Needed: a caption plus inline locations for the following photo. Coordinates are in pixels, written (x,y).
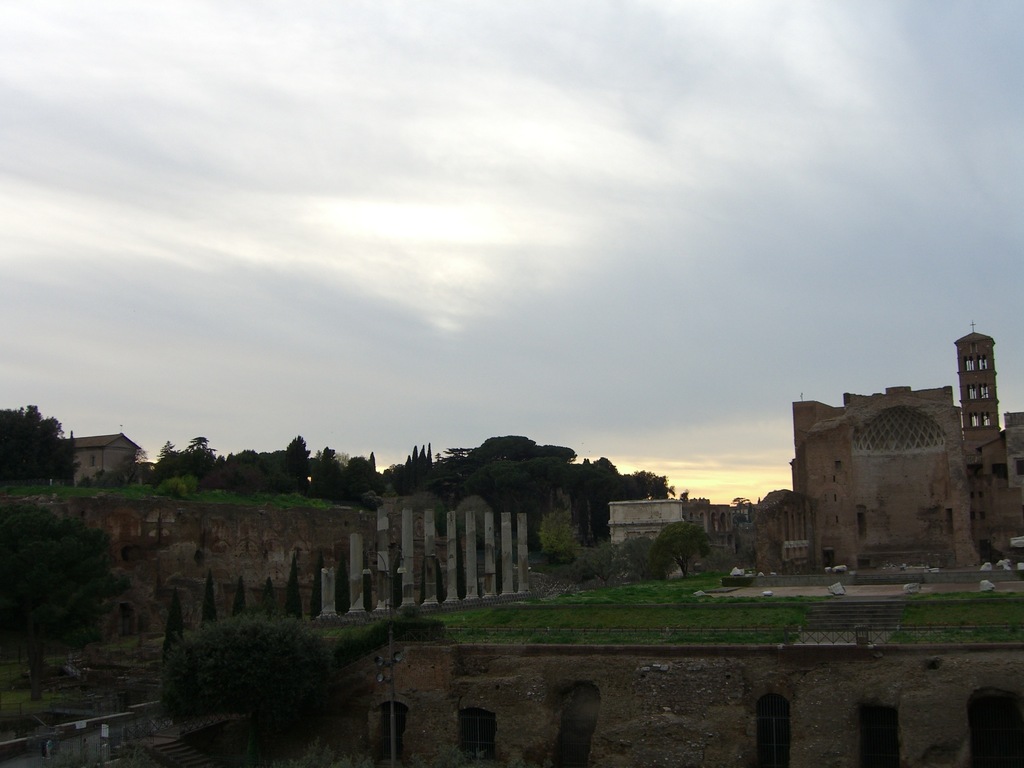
In this image we can see some trees (534,489), monuments (454,574) and also some buildings (971,457). At the top (531,246) there is a cloudy sky (529,198).
